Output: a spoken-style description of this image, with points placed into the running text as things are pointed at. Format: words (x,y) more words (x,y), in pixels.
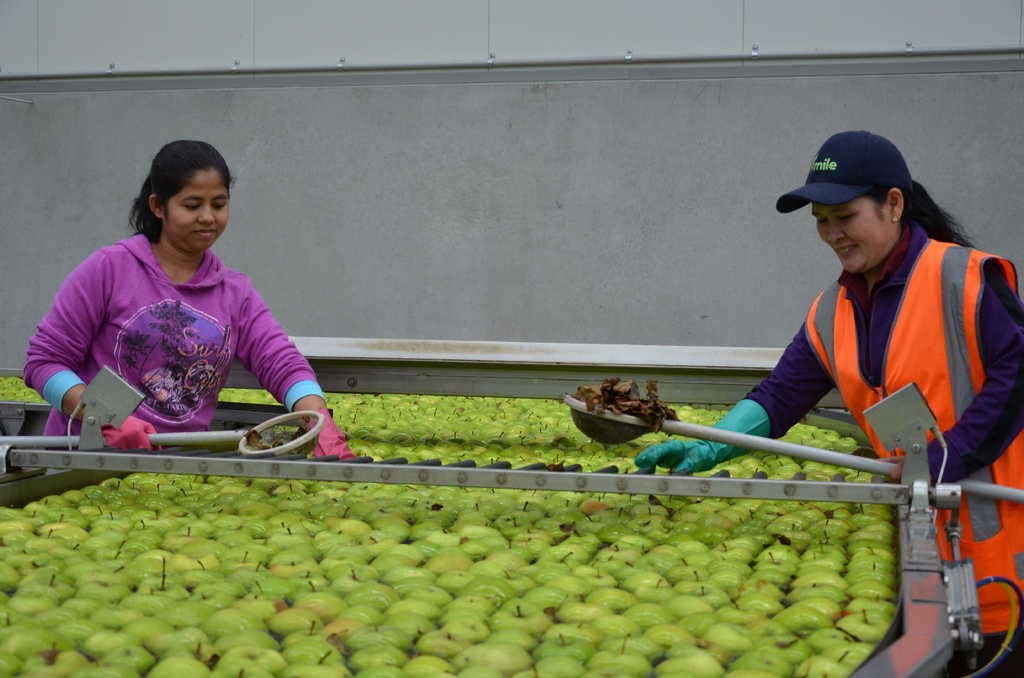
In this image we can see one big wall (544,75), two women (153,277) standing and holding objects (312,429), so many fruits (493,539) on the surface (424,481), some wires (987,665), one machine (951,575) and some objects (116,396) are on the surface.
